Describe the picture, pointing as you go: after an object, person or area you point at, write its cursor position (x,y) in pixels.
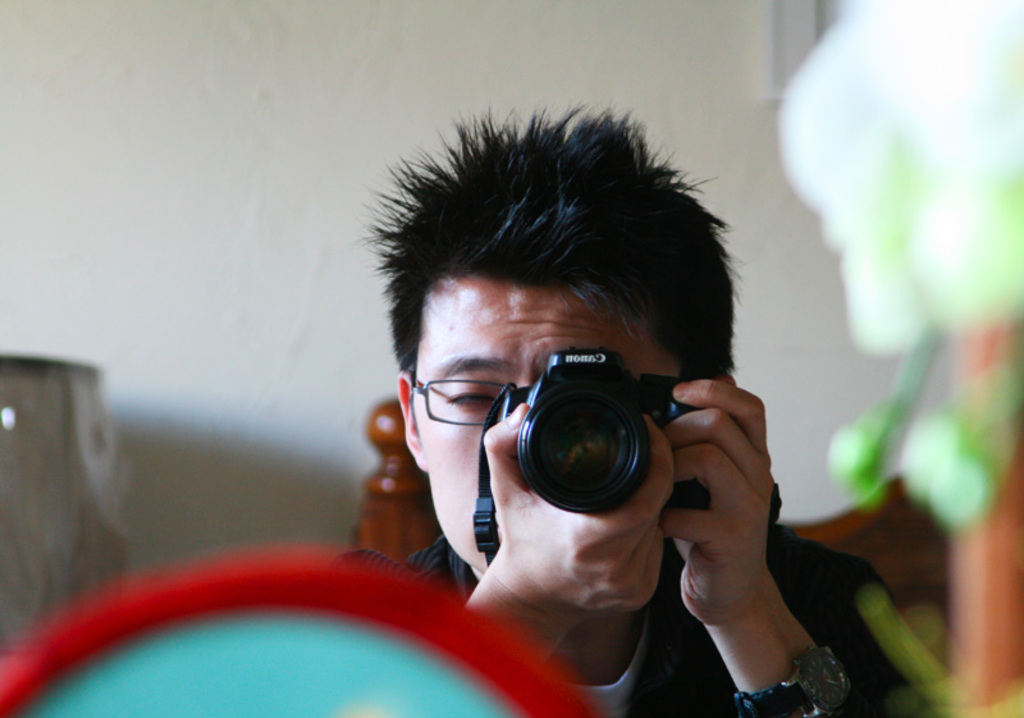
This image consists of a man (546,533) who is holding a camera (536,477) near his eye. Canon is written on it. He is wearing specs (435,383) and watch (810,683). He is wearing black color dress (696,669).
